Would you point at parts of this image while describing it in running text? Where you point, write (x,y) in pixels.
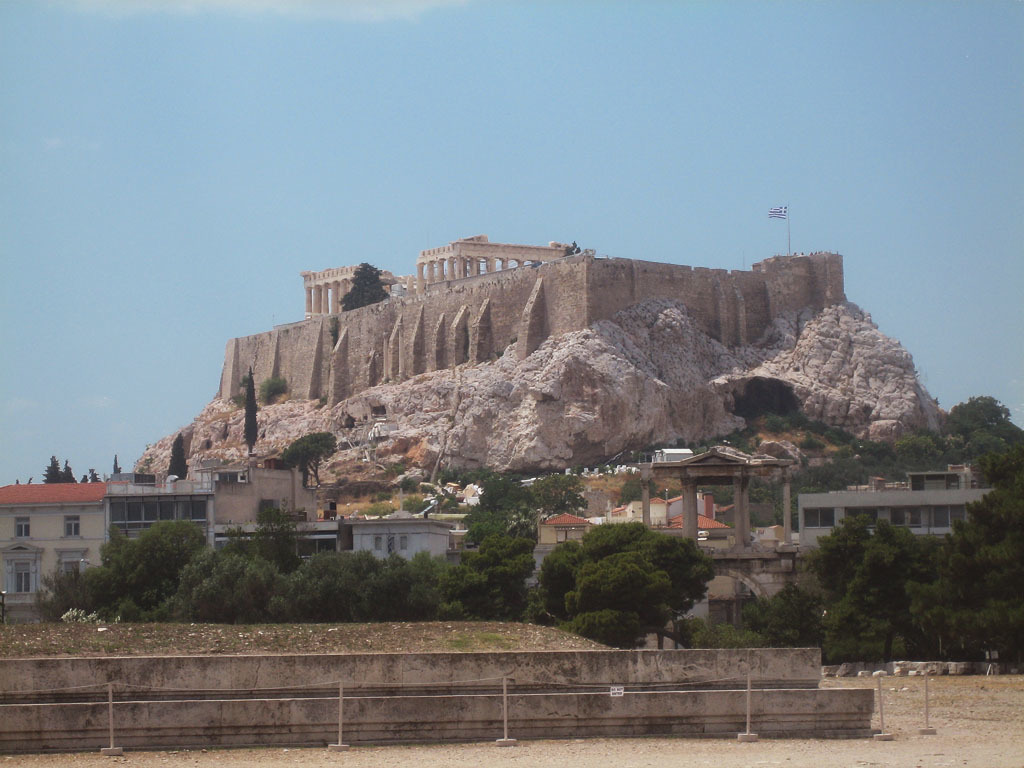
In this image we can see a fort (461,360) on the mountain (519,376), a flag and trees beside it. We can also see a building (124,525) with windows (189,511), trees (345,579), wall (756,663), pillars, pole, land (687,746) and the sky (401,193) which looks cloudy.
